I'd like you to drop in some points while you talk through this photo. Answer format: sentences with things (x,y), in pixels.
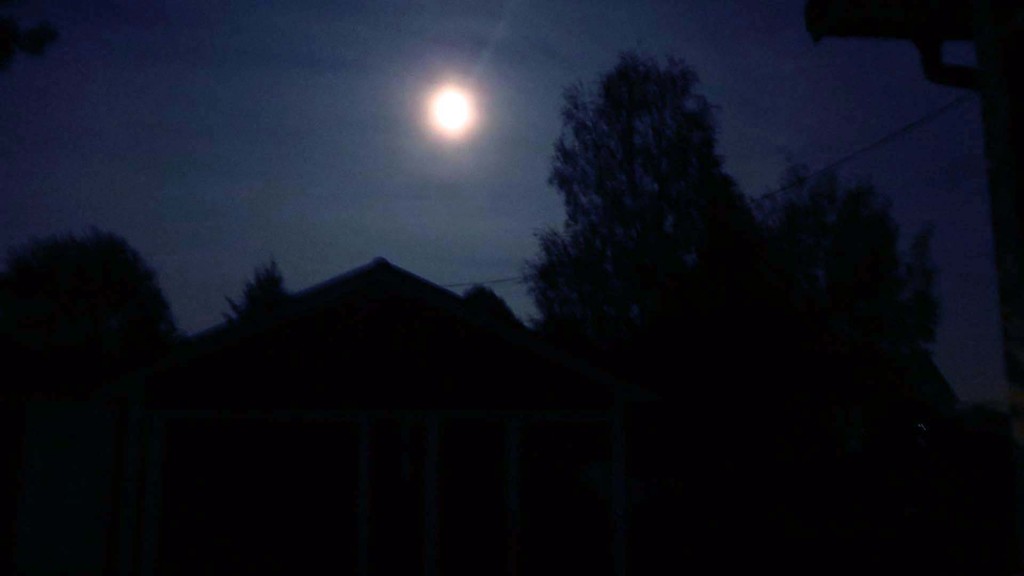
There are trees (801,315) in the right side of an image (801,315), in the middle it is a moon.
